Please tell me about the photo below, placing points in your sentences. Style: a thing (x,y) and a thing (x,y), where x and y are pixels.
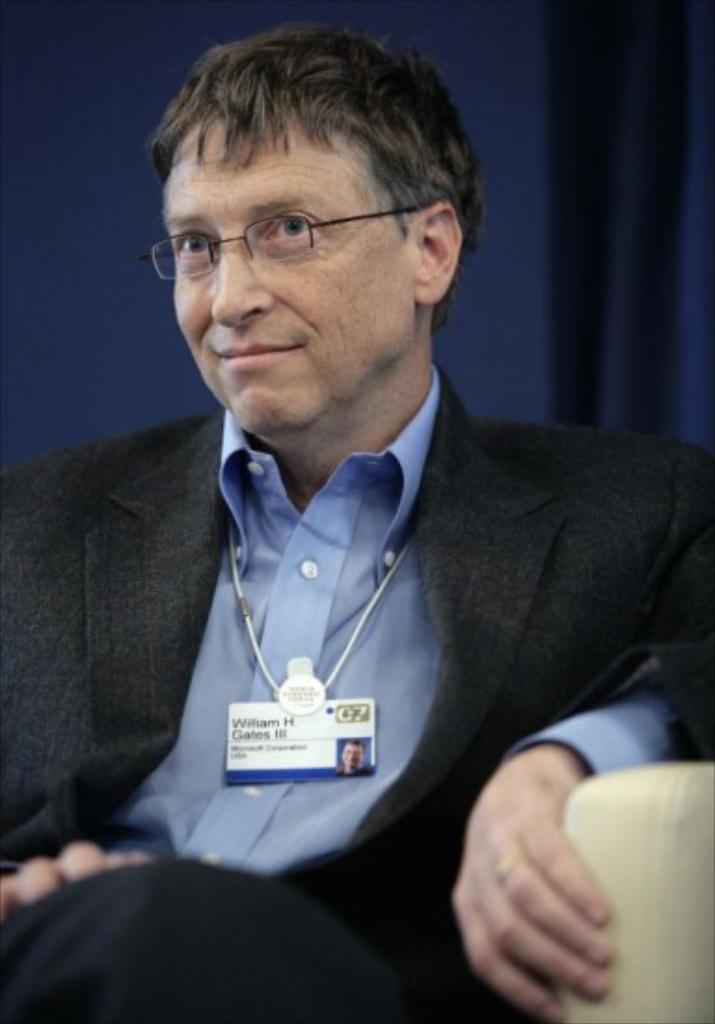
In this image we can see a person (278,510) sitting on a chair (701,896). In the background (698,187), we can see the curtains (691,179).
